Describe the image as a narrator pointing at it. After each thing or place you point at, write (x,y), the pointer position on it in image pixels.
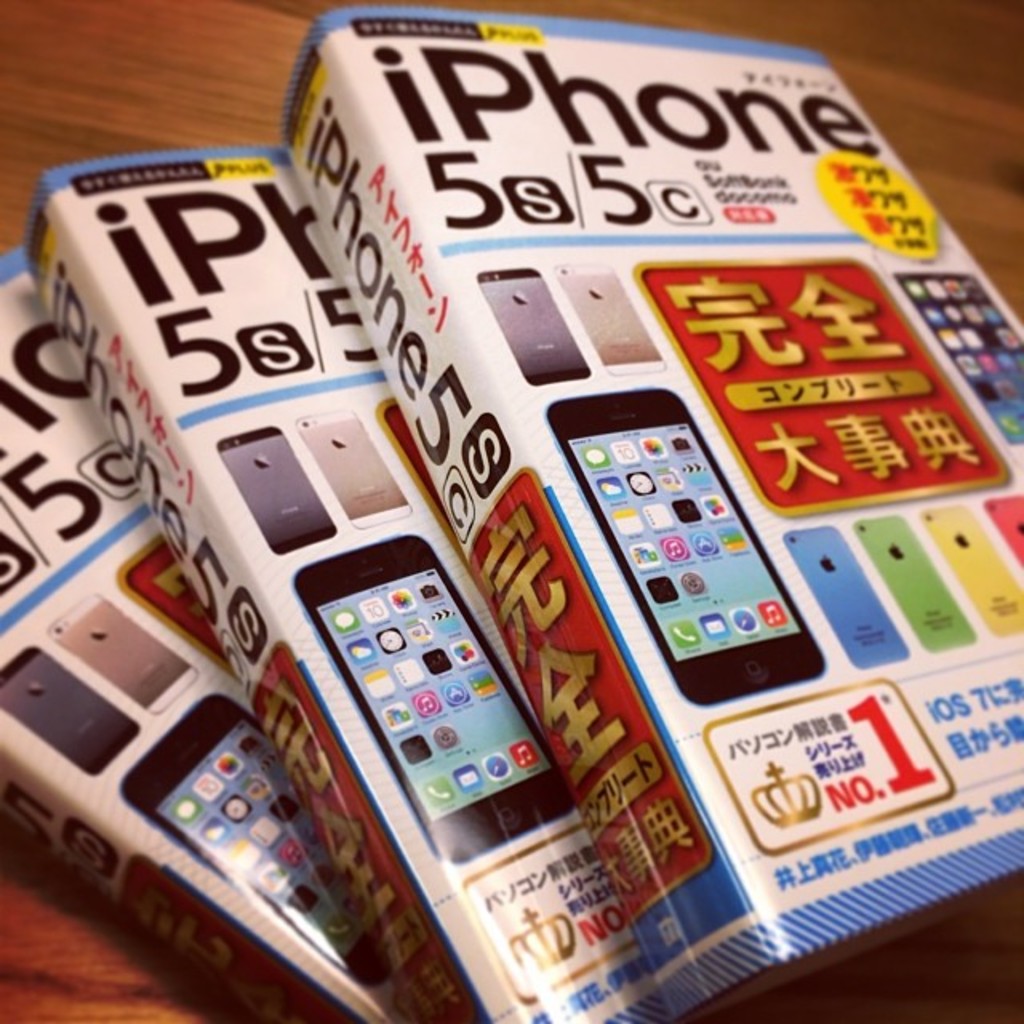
In this image there is a table (5,914), on that table (5,914) there are books (405,79).
